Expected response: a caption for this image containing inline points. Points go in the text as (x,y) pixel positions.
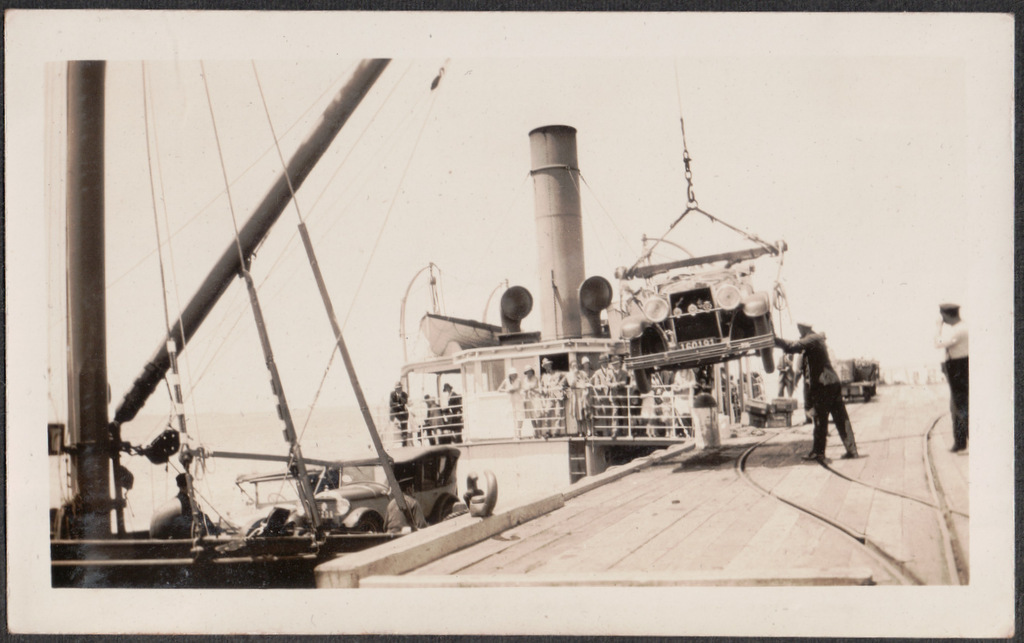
In this image on the right side (816,362) there are persons (959,339) standing. In the center (518,383) there is a railing (527,404) and behind the railing (521,408) there are persons (454,393) standing and there is a car (702,316) hanging. On the left side (321,513) there is a car (367,512) and in the front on the left side (306,491) there are ropes (308,472) and there is a pole (100,362) and in the background (558,217) there is a pole (552,152) and there are objects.
